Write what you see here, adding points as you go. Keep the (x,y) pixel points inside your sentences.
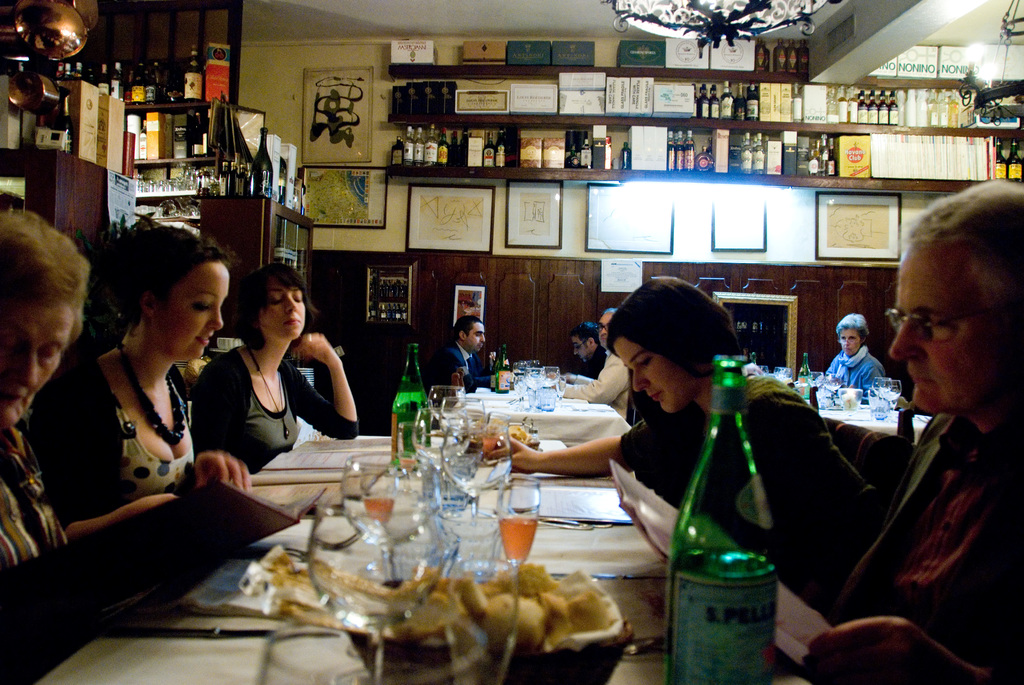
This image is clicked in a restaurant (666,101). There are many people (47,257) in this image. In the front (266,640), there is a table (647,661) on which glasses (447,681), bottles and plates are kept. To the left (39,505), there is a woman (46,530) sitting. To the right (887,517), the man (920,554) is wearing black suit (916,535) and sitting. There are many chairs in this image. In the background (125,79), there are bottles (831,116) in the rack (154,109) and a wall (813,196) on which some frames (876,247) are fixed.
